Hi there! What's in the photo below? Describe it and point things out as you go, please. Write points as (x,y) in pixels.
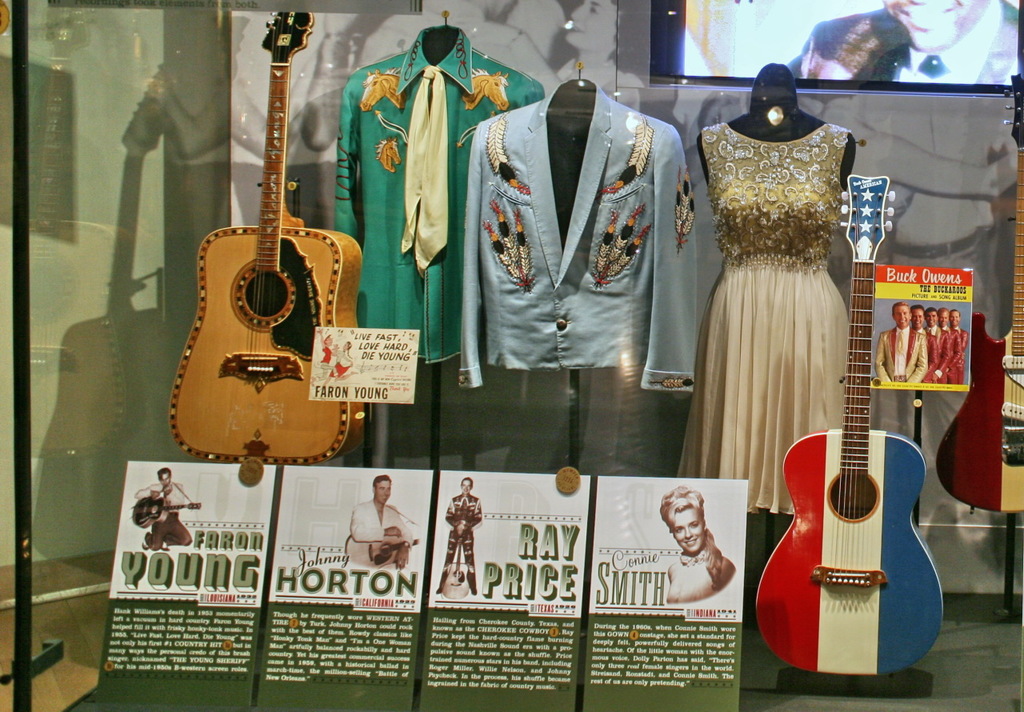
In this image I can see a glass (895,401). Inside the glass (415,461) there are guitars (241,338), clothes (621,194) and the screen (819,79).
